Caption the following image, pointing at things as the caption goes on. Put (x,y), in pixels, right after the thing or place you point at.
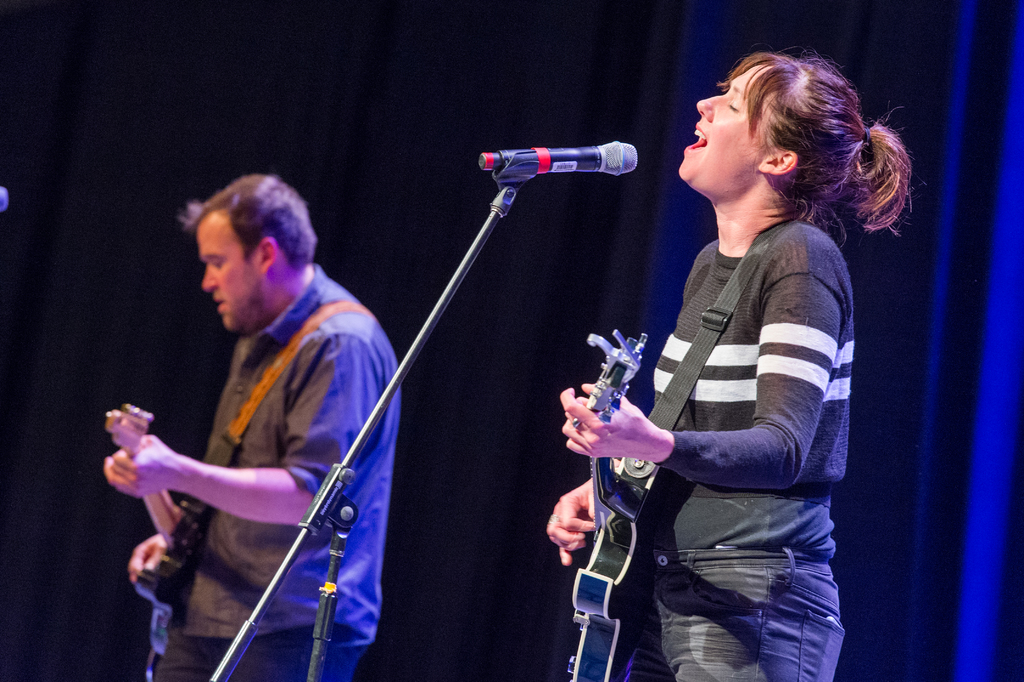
In the picture we can see a woman (749,119) holding a guitar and singing a song in the microphone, next to her we can see a man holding a guitar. In the background (589,283) we can see a blue curtain (536,267).
